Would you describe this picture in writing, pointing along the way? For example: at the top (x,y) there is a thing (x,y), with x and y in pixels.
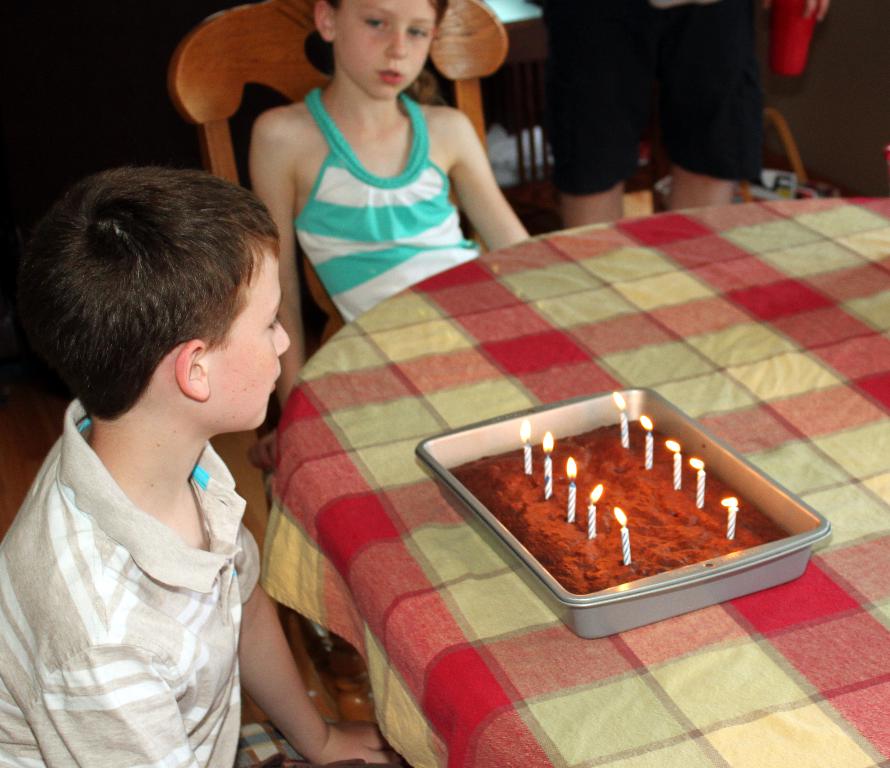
This is the picture taken in a room (304,311), there are kids (256,293) sitting on chair (220,150) in front of these people (192,184) there is a table (368,452) on the table (443,612) there are food (585,591) on tray (591,616) and candles (570,466). Background of these people (359,220) is a man (632,49) is standing.
